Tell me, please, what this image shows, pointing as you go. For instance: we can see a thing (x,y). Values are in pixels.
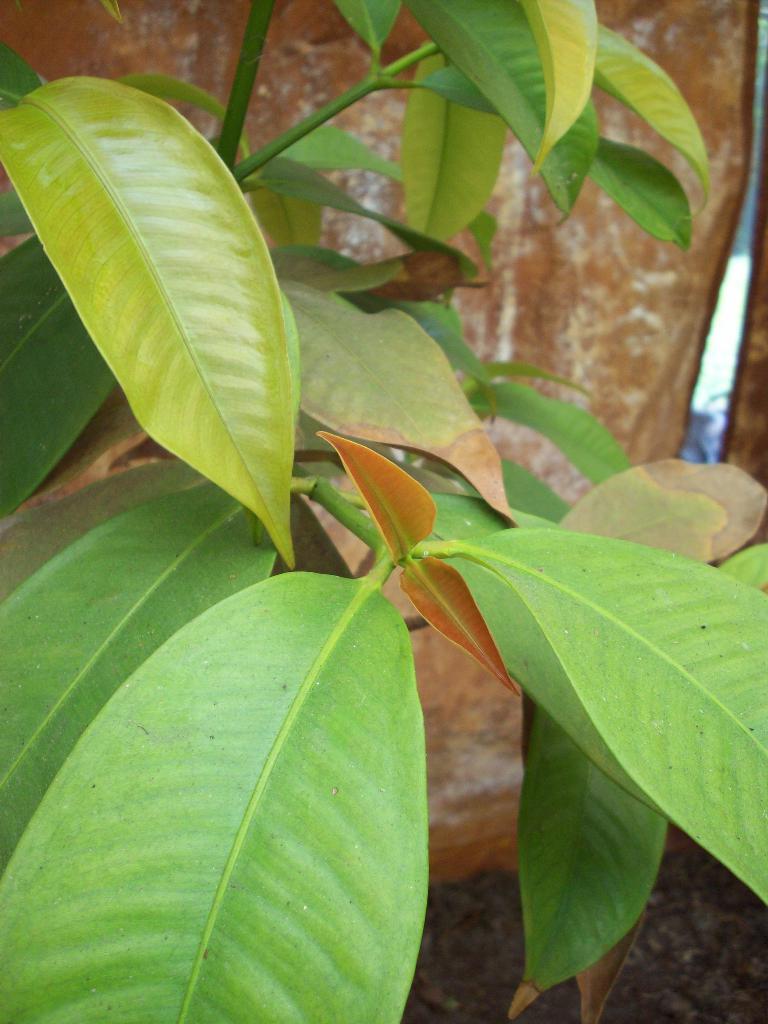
In this image there is a plant (443,584) having leaves (372,675). Behind the plant (629,653) there is a wall (644,294) on the land (664,960).
